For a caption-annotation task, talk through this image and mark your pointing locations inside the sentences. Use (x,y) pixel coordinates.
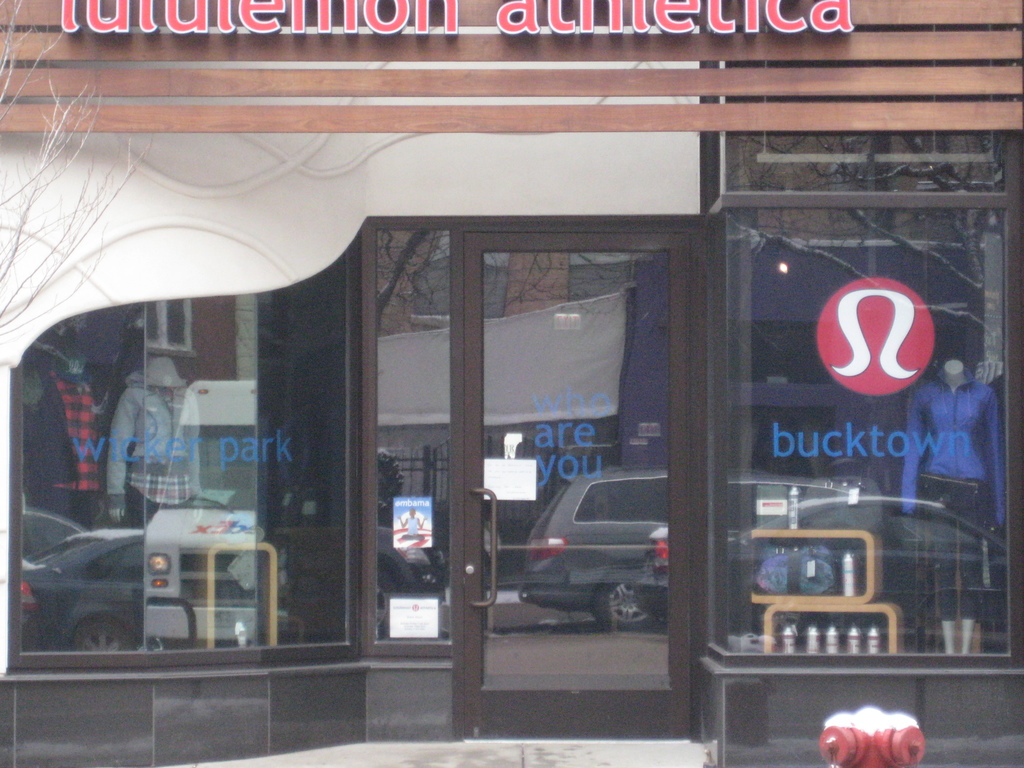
In the picture I can see glass walls (433,464), a glass door (627,517), vehicles (610,584), a fire hydrant (864,724), buildings (888,694), trees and some other objects (768,533). I can also see LED board (422,26) on a wooden object (452,58) and something written on the glass wall (905,415).
